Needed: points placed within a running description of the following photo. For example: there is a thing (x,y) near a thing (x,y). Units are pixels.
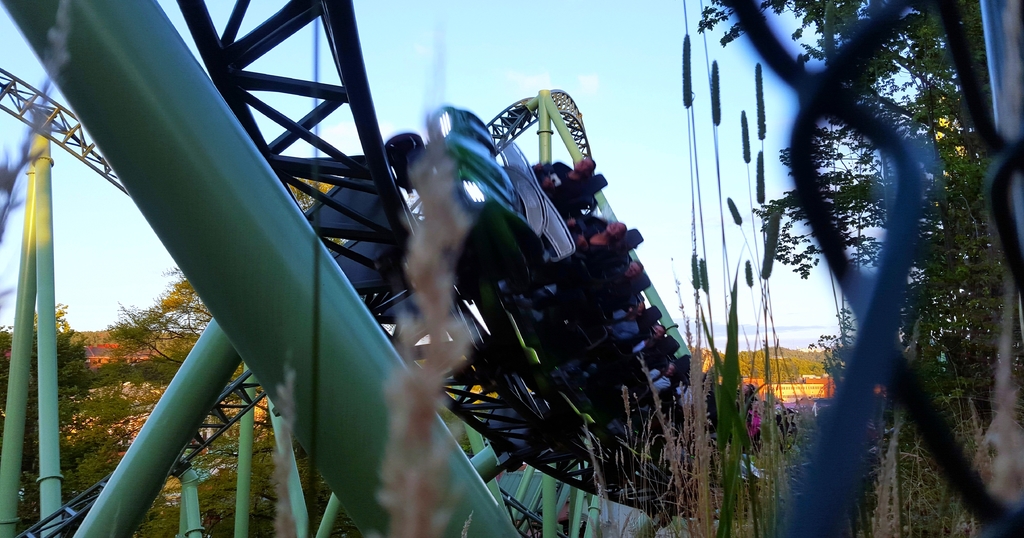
In this image in the front (357,416) there is a roller coaster (483,333) along with the tracks (507,351). On the right side (950,277) there are trees (953,295). In the background (119,338) there are trees (759,351) and plants (694,411).
